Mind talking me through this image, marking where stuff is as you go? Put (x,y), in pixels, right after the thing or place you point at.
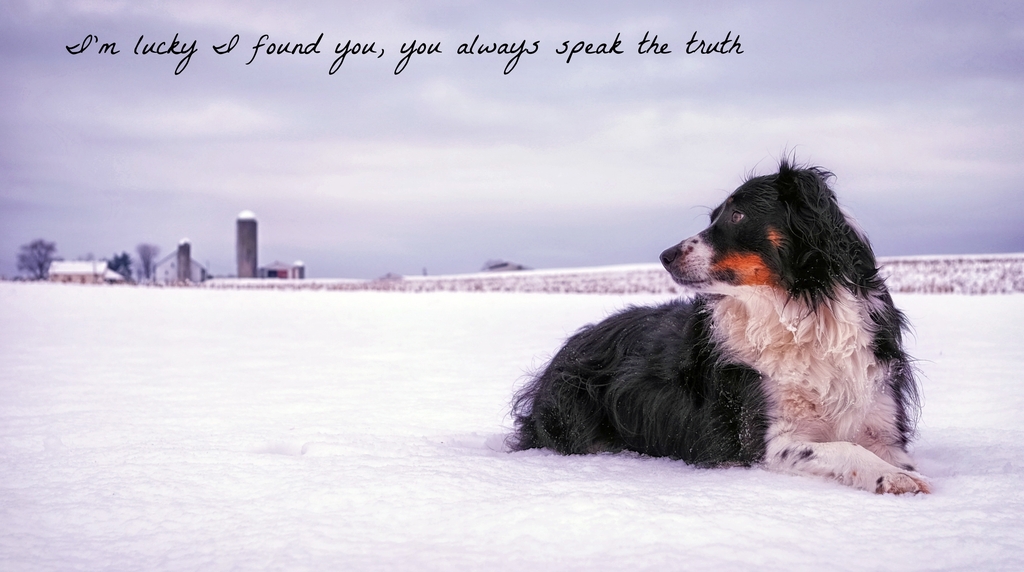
In this picture I can see a dog (845,224) and snow (409,341) on the ground (510,417) and I can see buildings (291,275), trees (122,264) and a cloudy sky (493,162) and I can see text (478,47) at the top of the picture (626,40).
